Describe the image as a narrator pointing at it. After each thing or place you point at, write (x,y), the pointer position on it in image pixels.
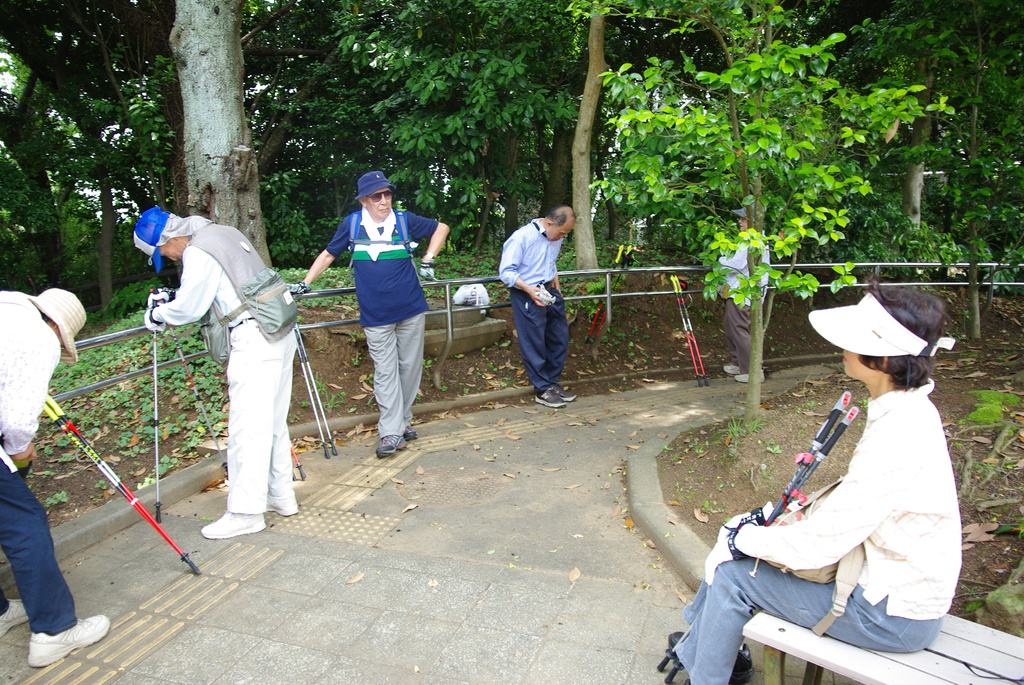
In this image, there are five people (732,303) standing on the pathway (393,552). On the right side of the image (750,580), there is another person (860,620) sitting on the bench (862,656) and holding the trekking poles (824,455). In the background (214,156), there are trees (581,152).
